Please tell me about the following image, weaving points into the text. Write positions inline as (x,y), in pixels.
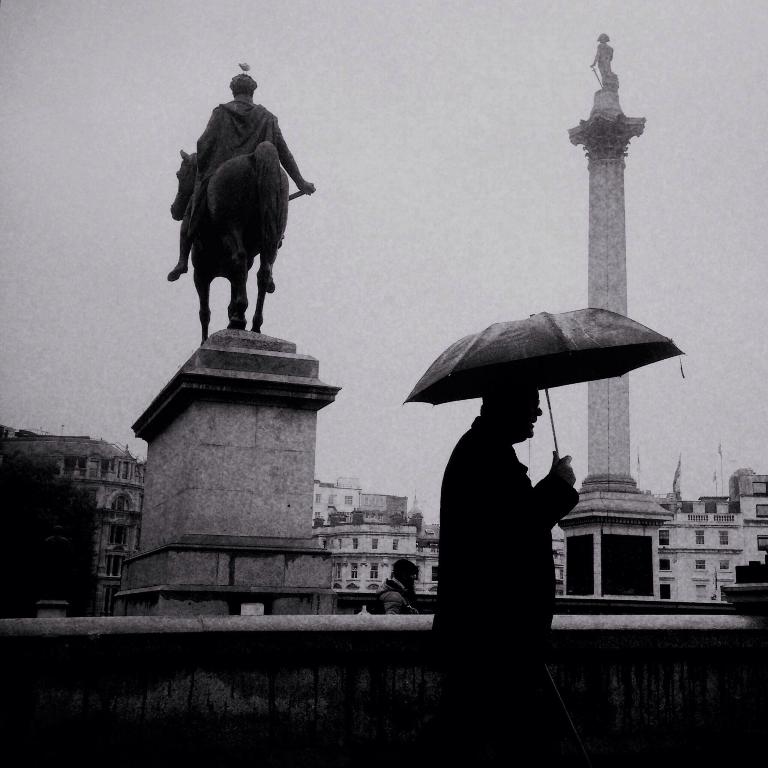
In this image, I can see one person (552,761) holding an umbrella (429,395) and in the background (406,131) it is the sky (444,118).
